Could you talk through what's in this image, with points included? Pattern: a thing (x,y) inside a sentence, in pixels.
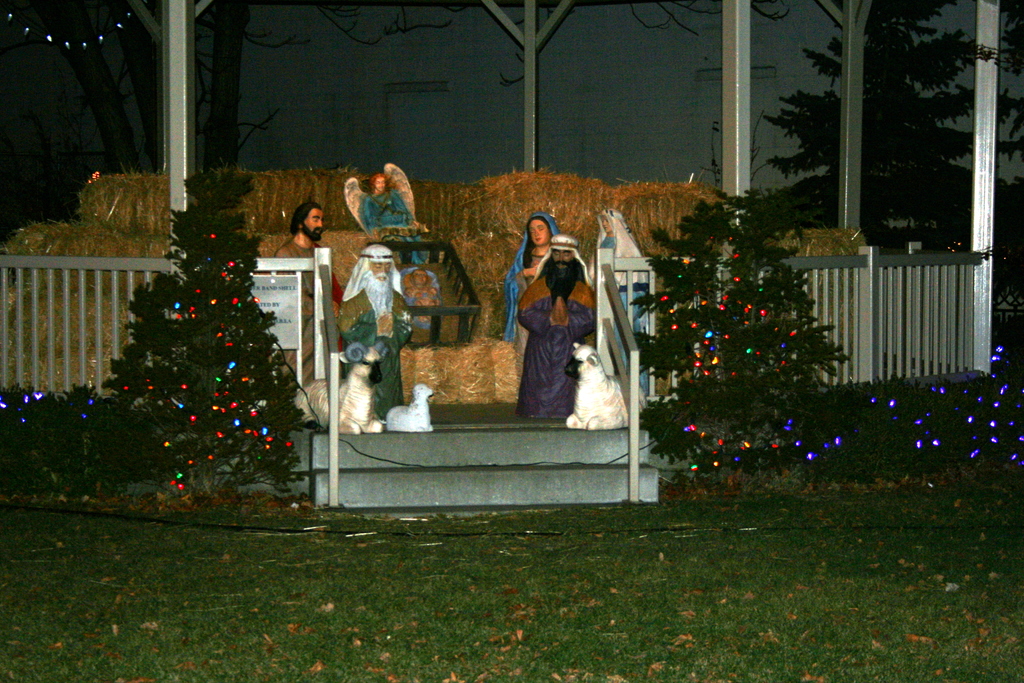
In this picture we can see few sculptures (388,352), in front of the sculptures (368,390) we can find fence (84,330), metal rods (634,460) and few trees (176,336), and also we can find few lights (192,461) on the trees (752,358).
